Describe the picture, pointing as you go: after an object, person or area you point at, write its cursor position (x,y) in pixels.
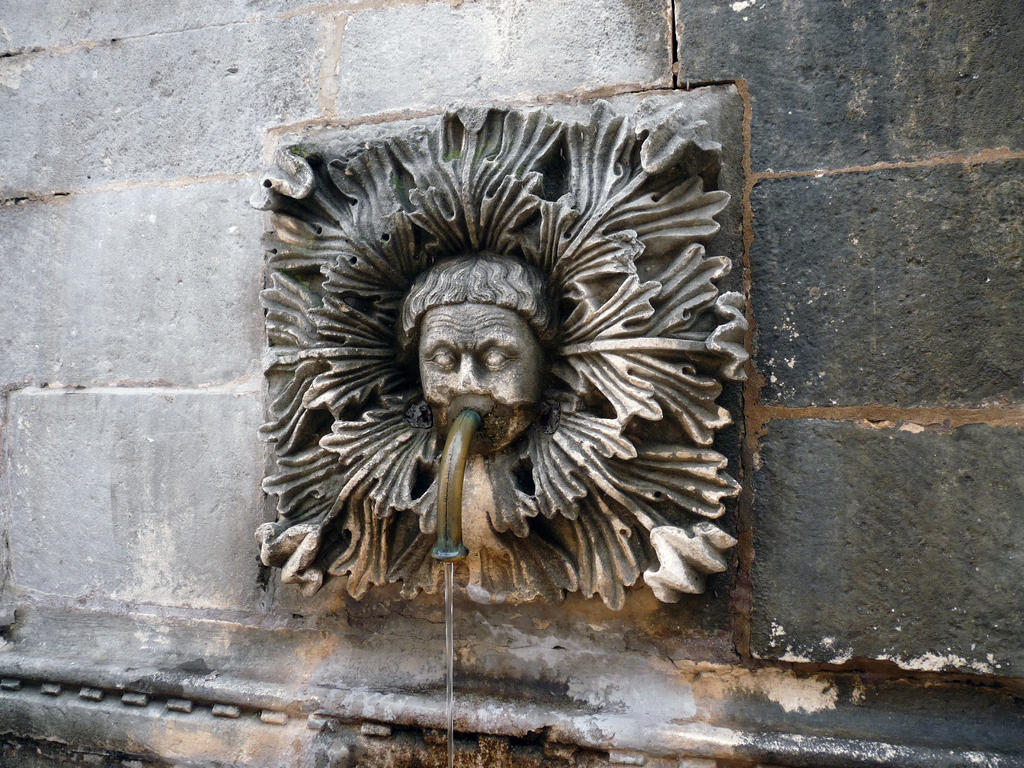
In this picture I can see stone carving (717,280) and a wall (861,310) in the background (662,91) and I can see a metal pipe (452,554) and water (451,644).
